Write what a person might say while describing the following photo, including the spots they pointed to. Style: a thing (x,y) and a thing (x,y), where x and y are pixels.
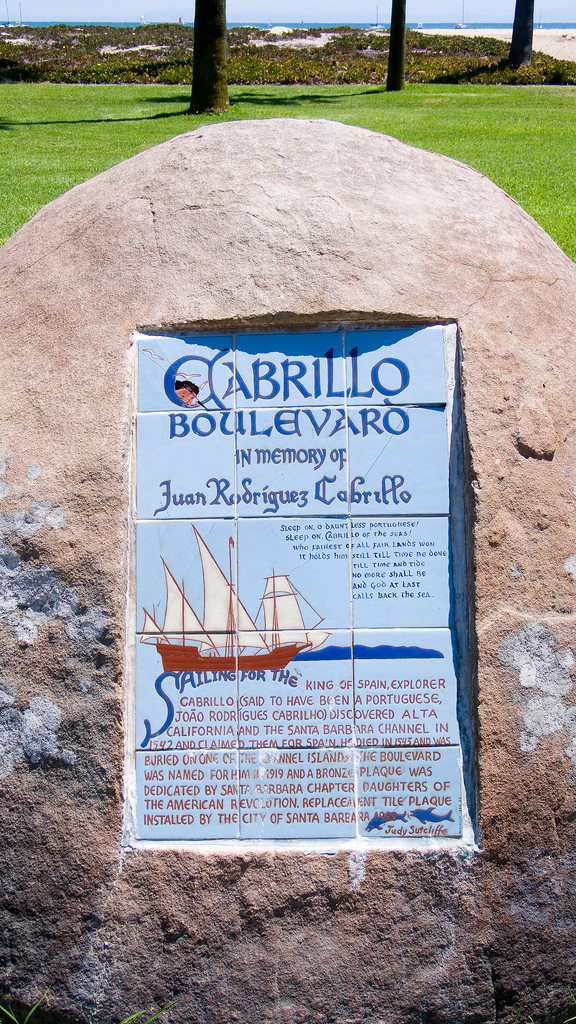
In this image we can see plaque stone (295,839), grass (530,167), trees (513,59), water (264,27) and sky (287,4).
